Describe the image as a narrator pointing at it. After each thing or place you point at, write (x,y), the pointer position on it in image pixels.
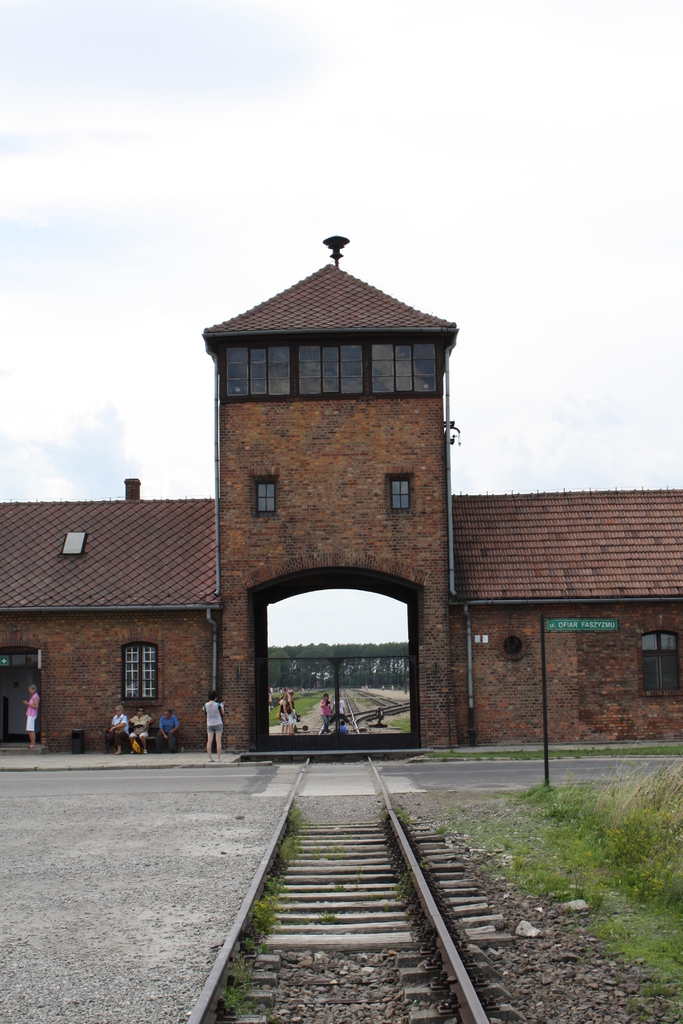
In this image we can see a building (467,647) with roof (141,552) and windows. We can also see a track (433,878), grass (574,892), a board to a pole (545,701) and some people (165,719) sitting.
